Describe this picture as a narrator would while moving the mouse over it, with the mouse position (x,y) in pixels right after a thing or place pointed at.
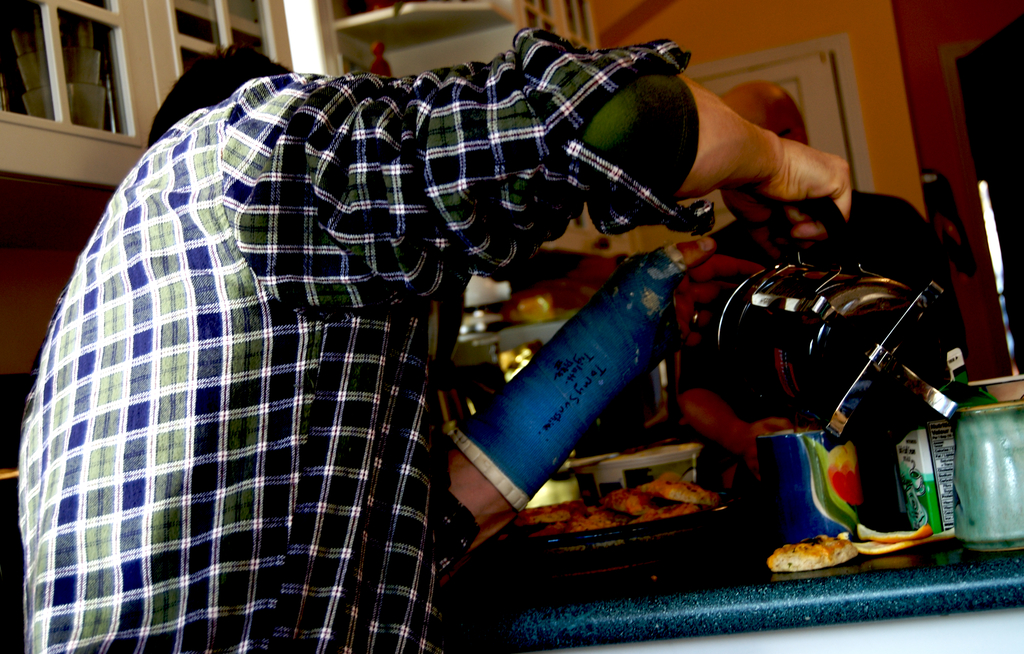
In this image we can see a man (176,291) holding a jar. We can also see a table (791,616) in front of him containing some food (844,557), glasses (823,518) and tins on it. On the backside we can see a door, cupboards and a wall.
